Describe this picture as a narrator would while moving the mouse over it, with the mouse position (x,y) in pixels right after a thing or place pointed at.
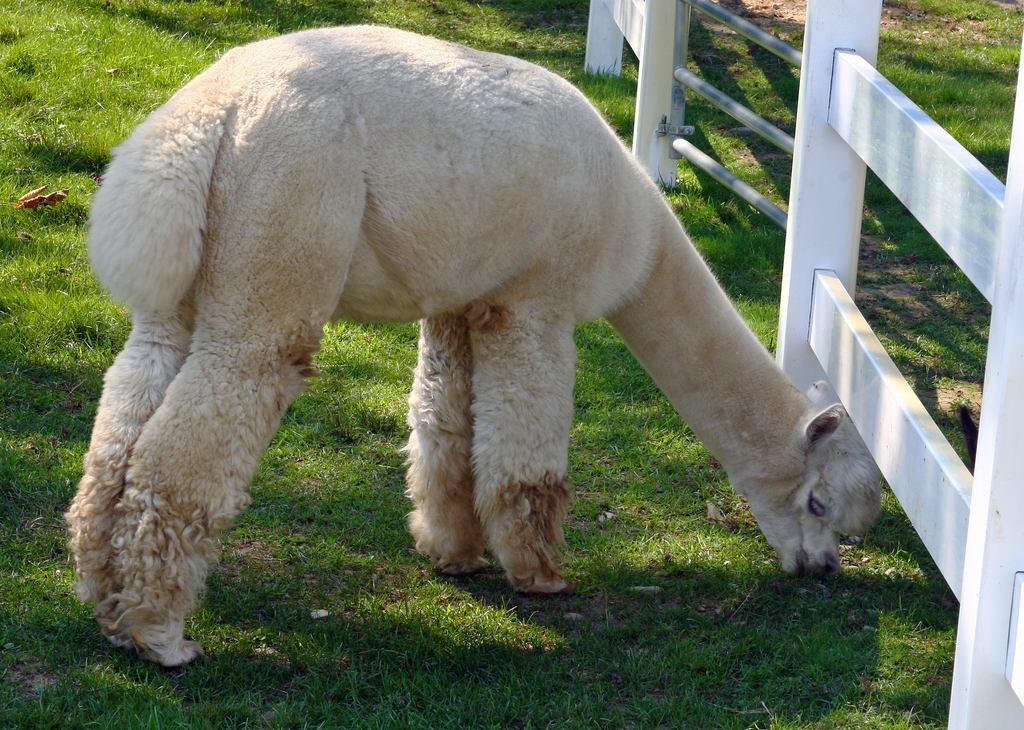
In this image we can see an animal (534,390) on the grass field (491,566). We can also see a fence (845,298).
